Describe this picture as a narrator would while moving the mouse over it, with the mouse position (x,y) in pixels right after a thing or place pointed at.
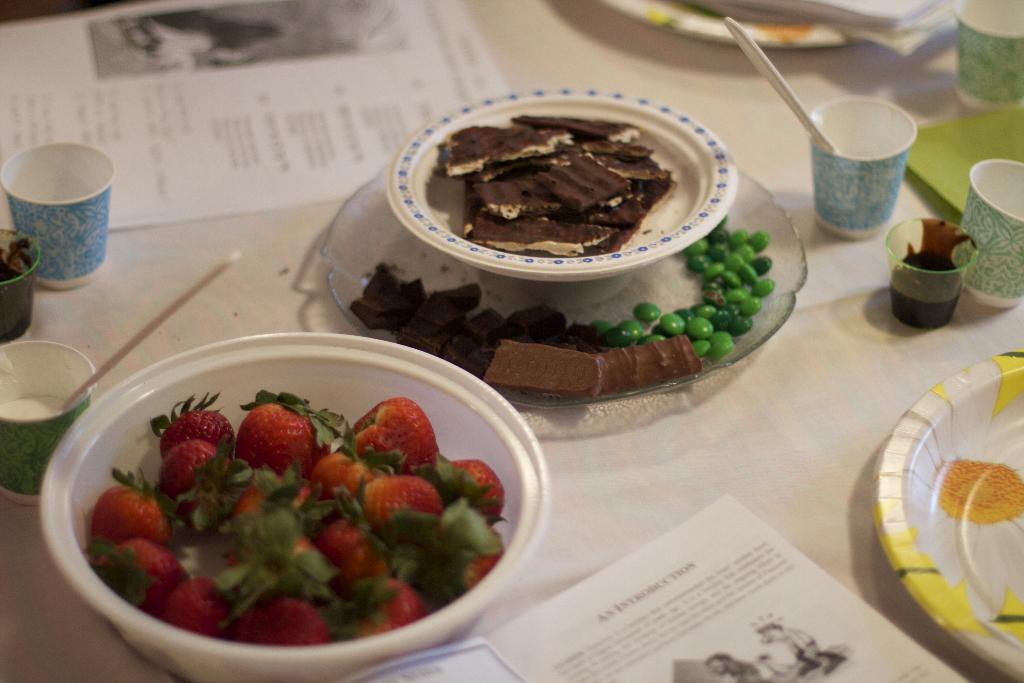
As we can see in the image there is a table (732,57). On table (712,53) there is a paper (242,78), plates (389,177), bowls (698,202), glasses (962,280), strawberries (289,453) and book (662,636).
